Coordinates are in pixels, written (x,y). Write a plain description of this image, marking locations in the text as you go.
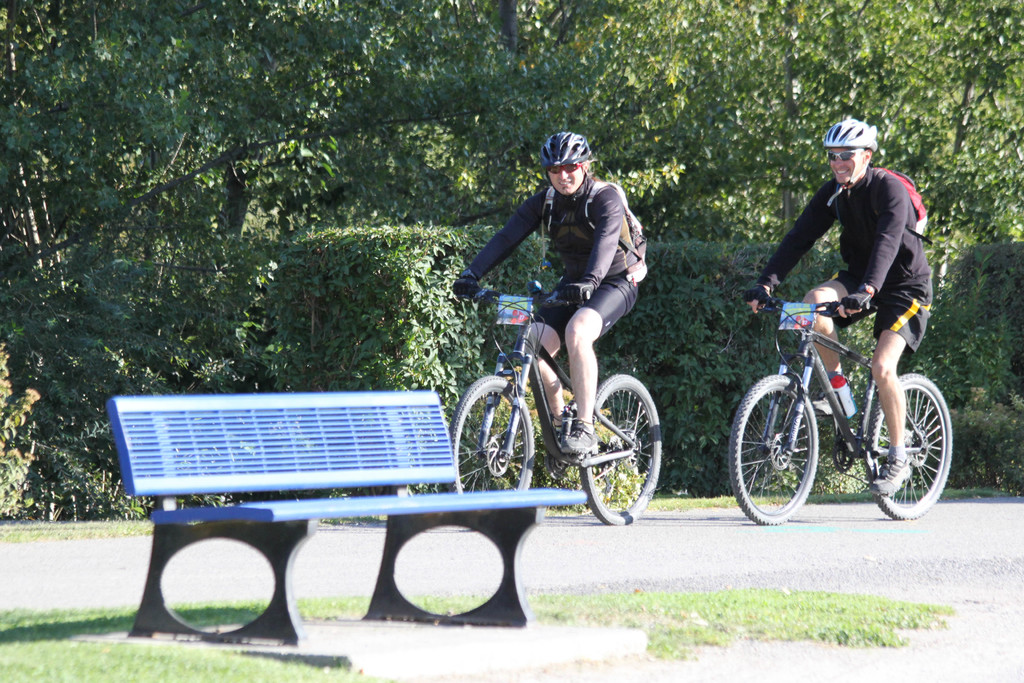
In this image we can see two persons (850,252) wearing the helmets (560,150) and also glasses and riding the bicycles (625,452) on the road (622,527). We can also see the bench (205,524), grass (773,599) and also trees (732,179) in the background (679,308).
